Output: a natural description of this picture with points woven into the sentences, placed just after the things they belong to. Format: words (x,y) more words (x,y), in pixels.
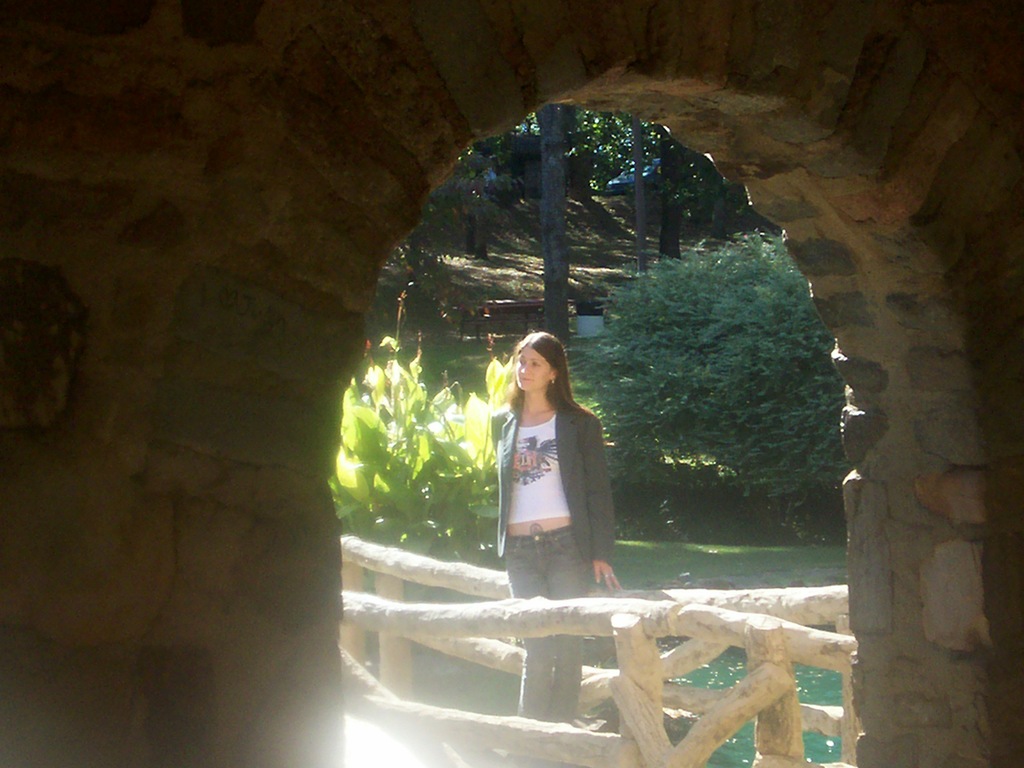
In the picture I can see the stone wall (931,187), here we can see a woman (551,532) wearing jacket (565,492), white T-shirt (534,478) is standing on the bridge (524,652), we can see the water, plants (778,373), wooden bench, flower pot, a car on the road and trees (745,201) in the background (832,385).
